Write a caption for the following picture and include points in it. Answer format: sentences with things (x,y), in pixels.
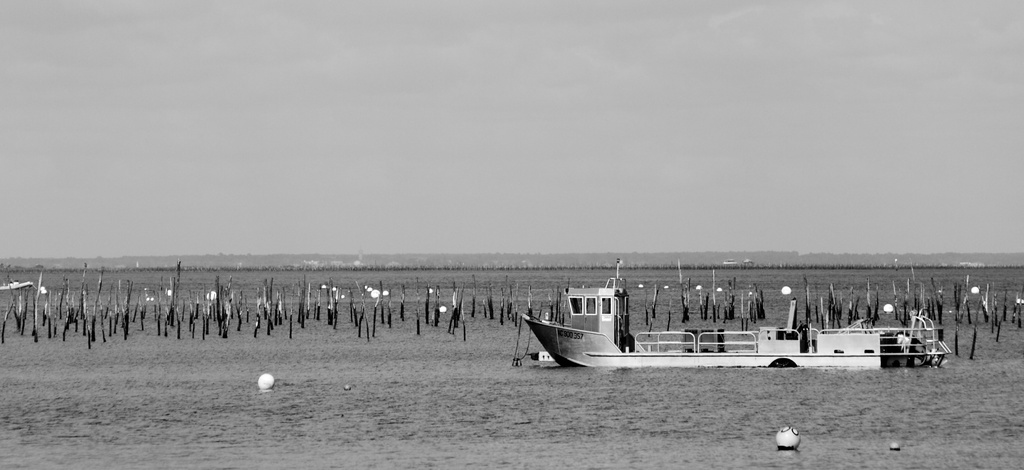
In this image there are boats (579,345), wooden sticks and some other object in the water (449,391). In the background of the image (828,262) there is land (646,258) and sky (433,174).
